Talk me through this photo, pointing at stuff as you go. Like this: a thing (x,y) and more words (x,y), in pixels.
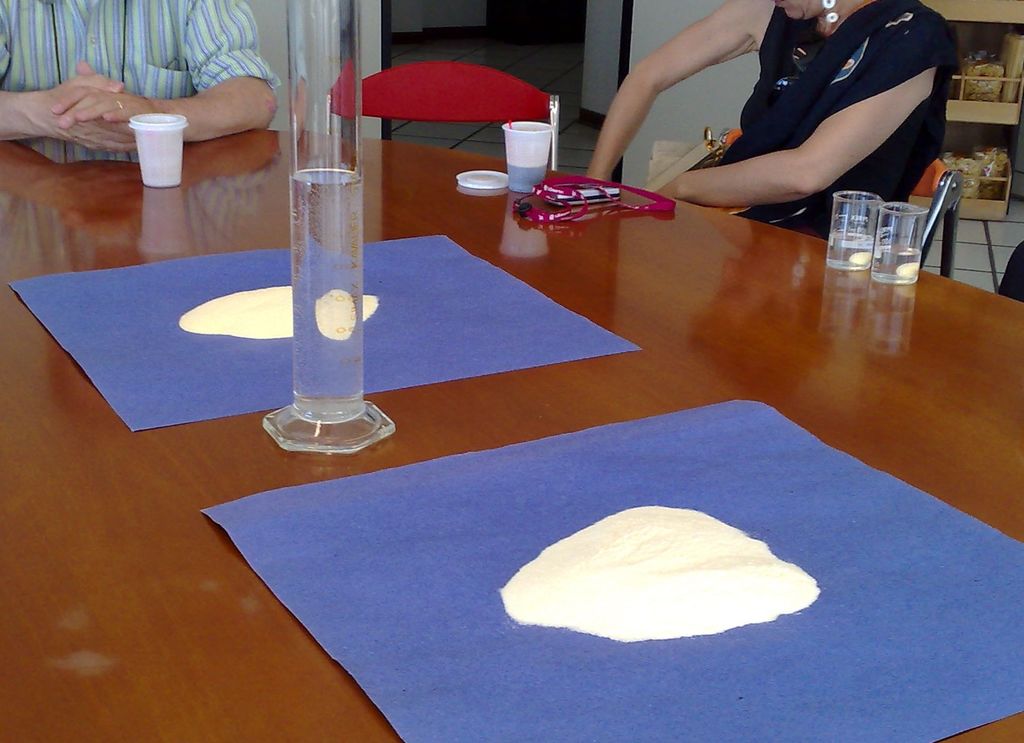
There is a glass (334,192) on table (24,191) and beside that there are people (874,103).
